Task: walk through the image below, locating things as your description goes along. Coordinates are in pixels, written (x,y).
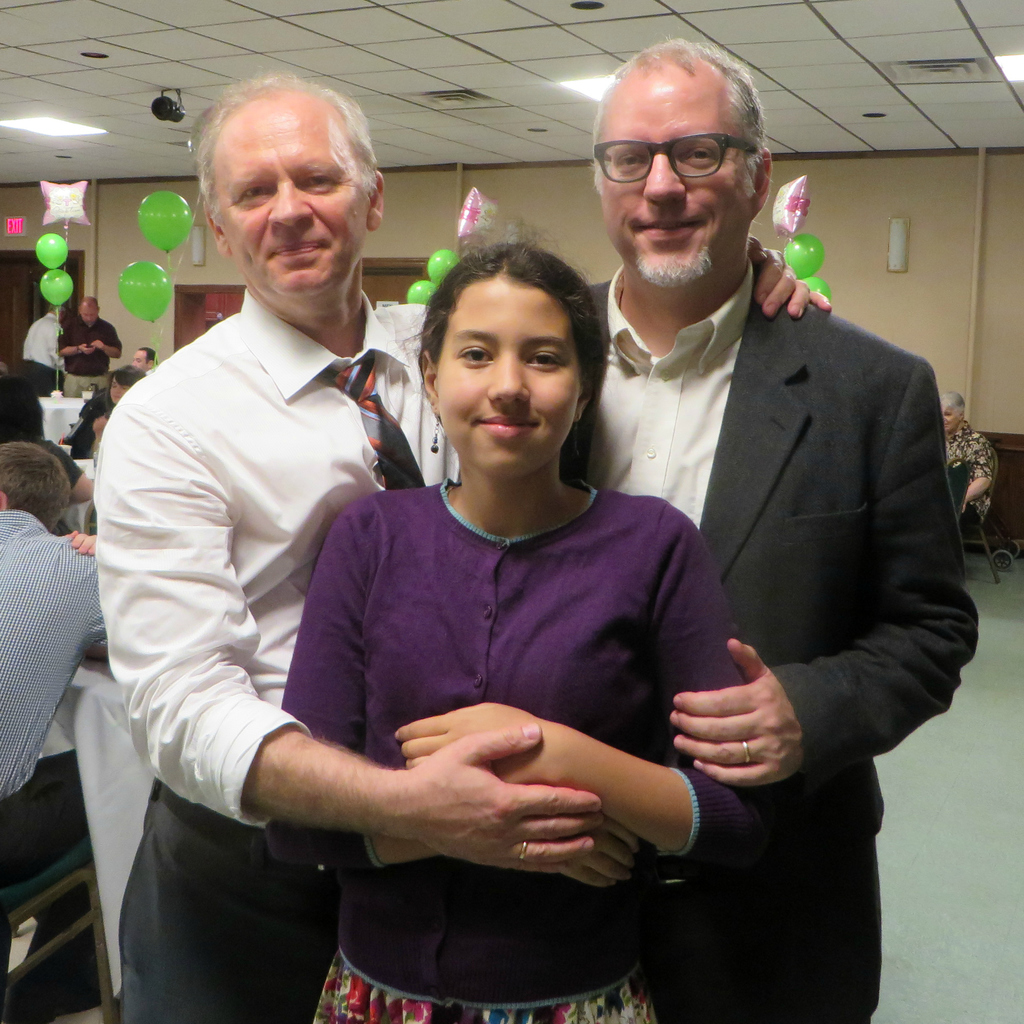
In the middle of the image (506,428) few people (283,205) are standing and smiling. Behind them few people (64,485) are sitting and there are some balloons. Behind them there is wall (388,188). At the top of the image (30,31) there is ceiling (978,139) and lights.
